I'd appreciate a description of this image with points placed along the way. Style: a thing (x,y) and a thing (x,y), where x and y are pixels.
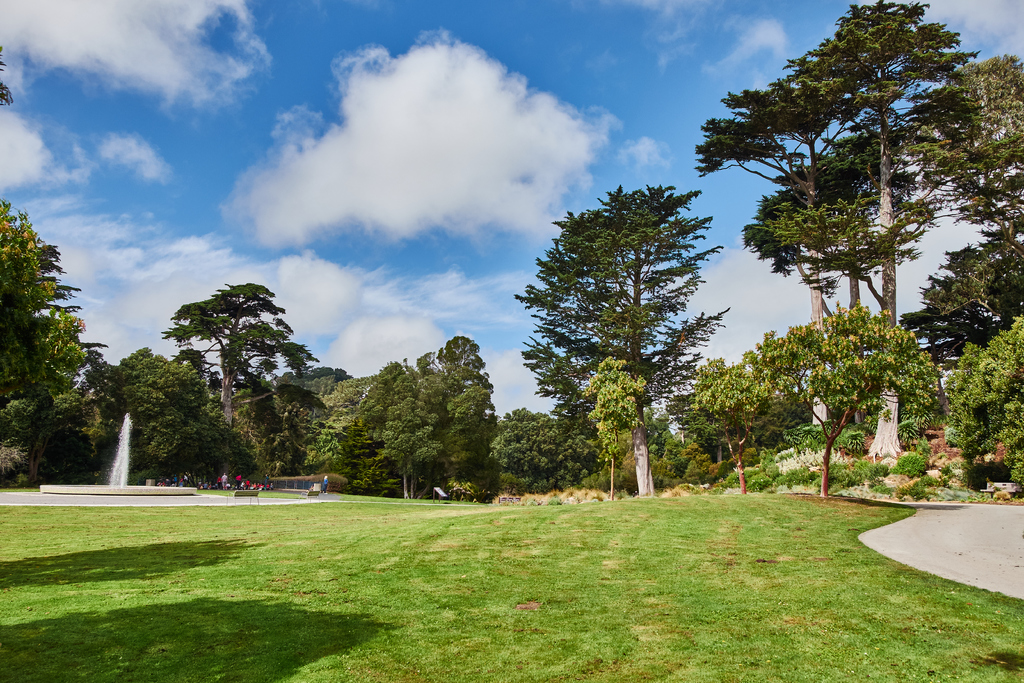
In this image there are trees (408,403). On the left (97,495) there is a fountain (87,486). On the right (949,560) we can see a walkway (946,524). In the background (457,139) there is sky (441,211). At the bottom (490,621) there is grass (452,613).
